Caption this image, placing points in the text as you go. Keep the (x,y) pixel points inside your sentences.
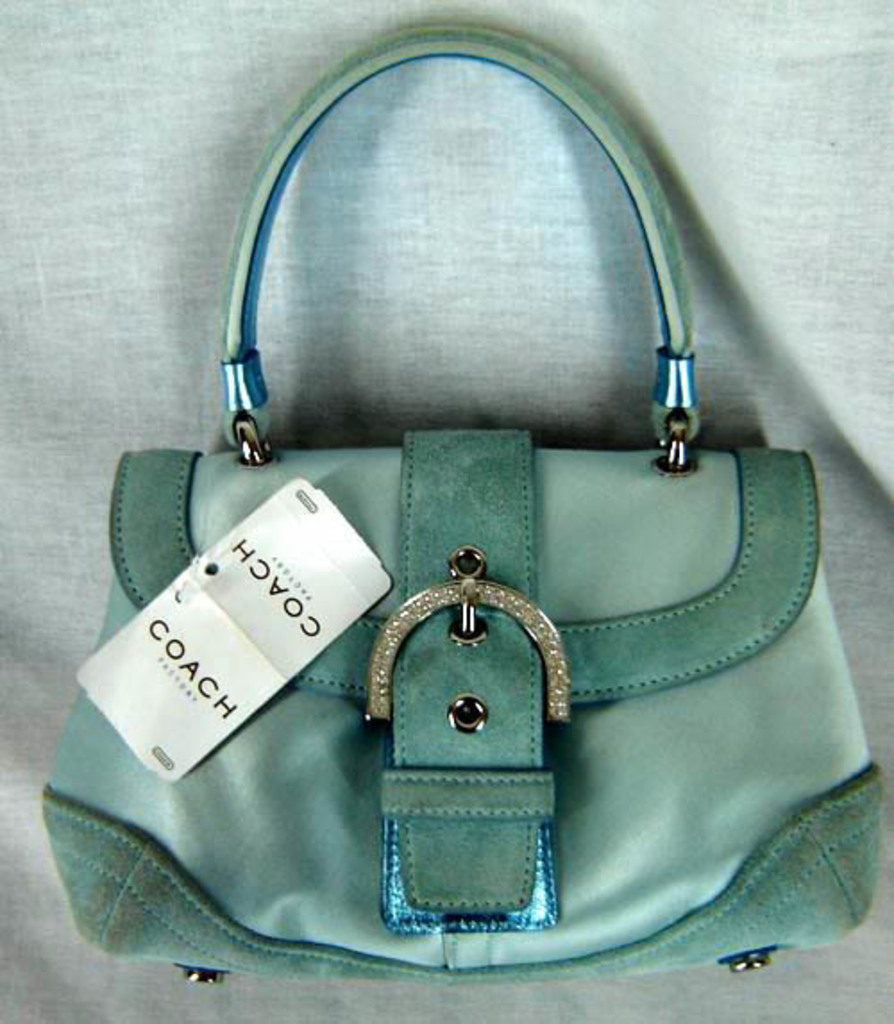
In this picture this is a green bag (607,732). On the bag (564,729) there is a tag (312,587) on the tag (312,587) it is written as coach. The bag (207,503) has a belt like structure (444,632) and handle (232,322). Behind the bag (641,752) is in white color.
